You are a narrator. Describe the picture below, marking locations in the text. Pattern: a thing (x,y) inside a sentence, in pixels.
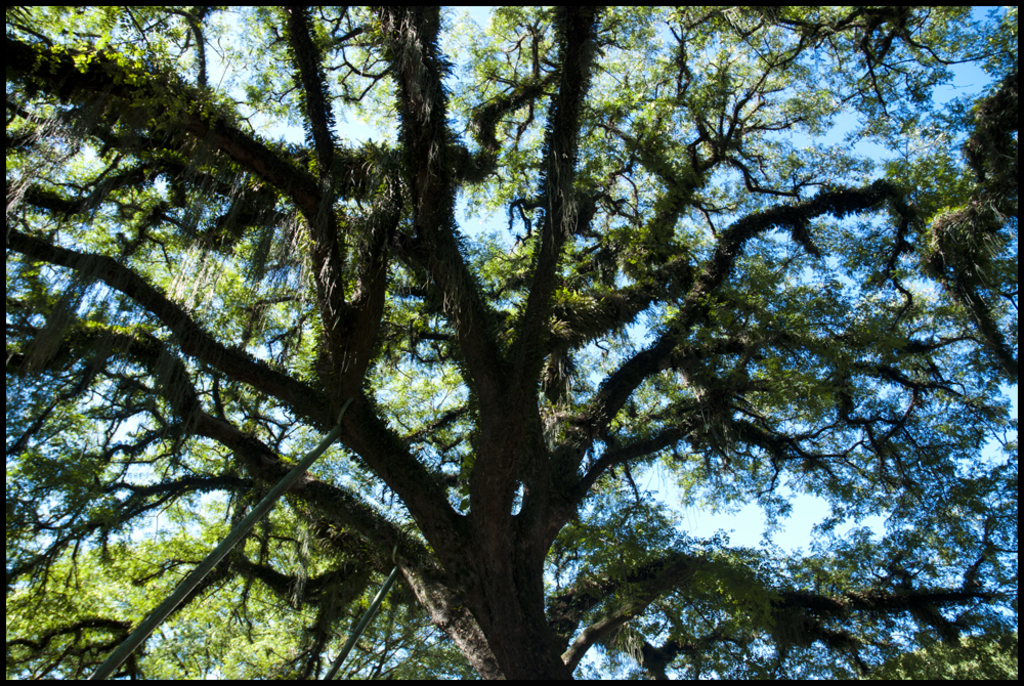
In this image we can see the trees (531,502) and clouds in the sky (622,281).
